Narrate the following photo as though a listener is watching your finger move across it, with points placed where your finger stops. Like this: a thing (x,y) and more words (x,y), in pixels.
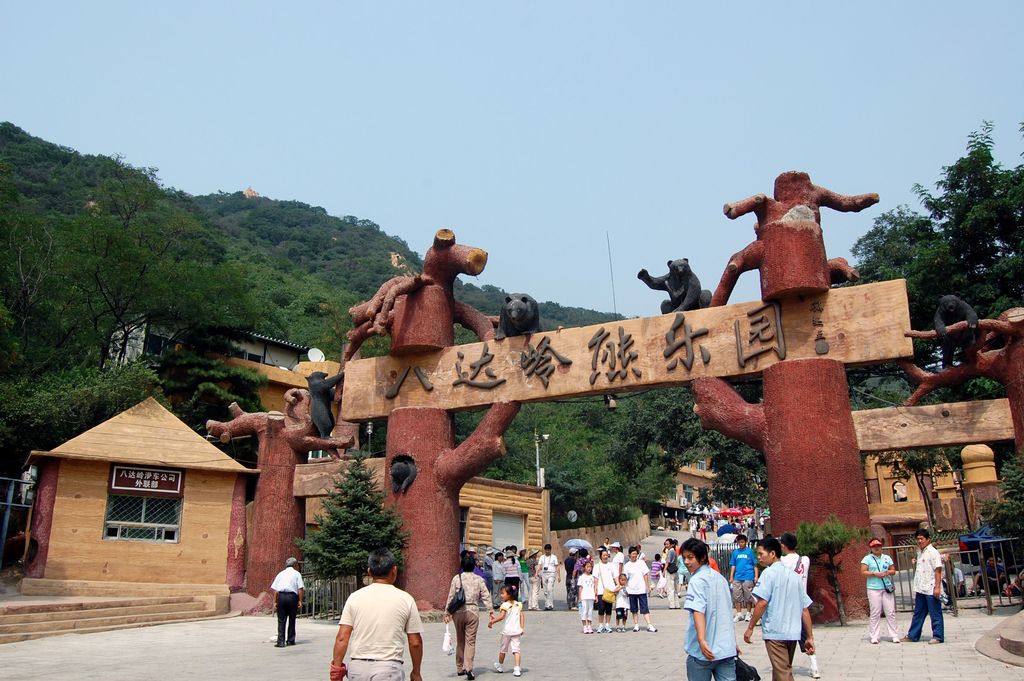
In this picture we can see group of people (633,596), few are standing and few are walking, in the background (483,372) we can see an arch (513,417), few houses (504,507) and trees (186,356).
